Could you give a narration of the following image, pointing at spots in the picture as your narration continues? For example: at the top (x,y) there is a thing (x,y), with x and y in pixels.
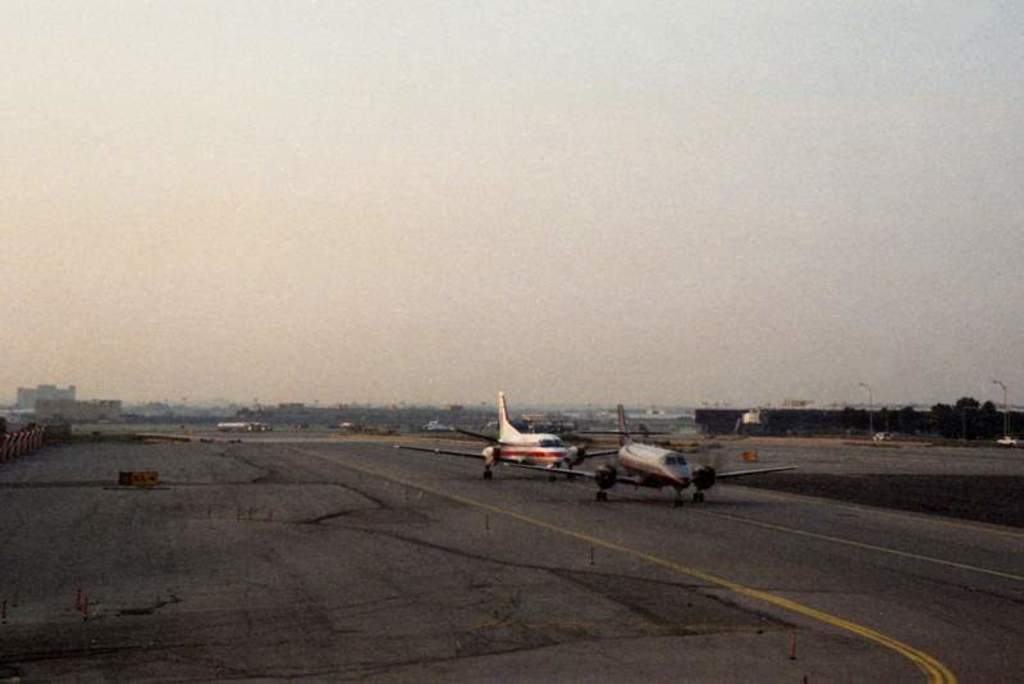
This picture shows a couple of aeroplanes (526,471) on the runway (736,639) and we see buildings (92,407) and trees (940,415) and we see a car (1005,436) parked and a cloudy sky (444,170).
